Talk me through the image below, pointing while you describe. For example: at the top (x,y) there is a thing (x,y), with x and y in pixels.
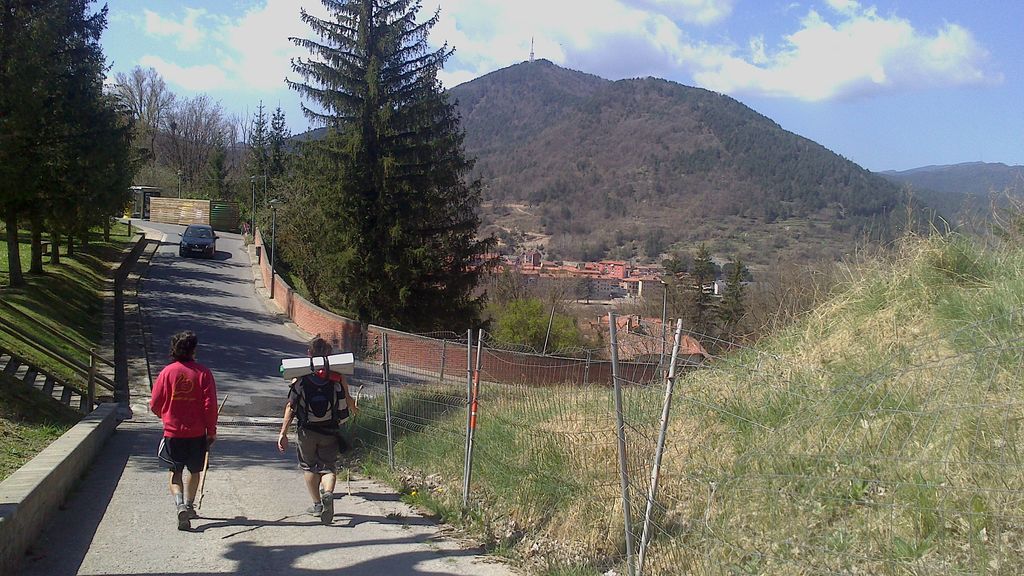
In this image we can see the mountains (608,147), some houses (660,264), some objects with poles (273,229), some poles (275,213), one staircase (38,389), one wall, one fence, some objects (235,214) near the road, one object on the top of the mountain (524,63), one man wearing a backpack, holding one object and walking on the road (220,317). There is one man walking on the road (209,507). There are some trees (192,174), bushes (163,183), plants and grass (348,431) on the ground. At the top (524,47) there is the cloudy sky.
